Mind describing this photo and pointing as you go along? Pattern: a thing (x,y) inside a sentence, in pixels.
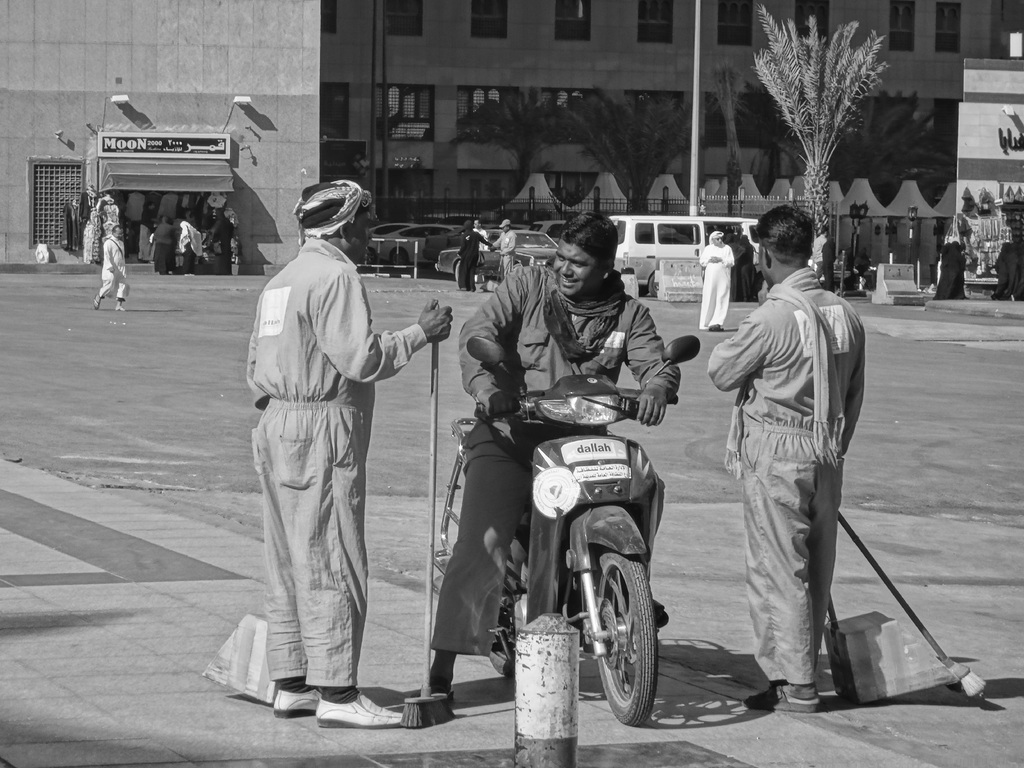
This is a black and white image. I can see a man (505,494) sitting on a motorbike (544,487) and few people (466,278) standing. In the background (290,140), there are buildings (548,100), trees (856,138), iron grilles (431,218) and vehicles (450,253) on the road (446,278). On the left side of the image (88,248), I can see a person (114,253) walking and there is a shop (84,215) with a name board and clothes (148,229).
